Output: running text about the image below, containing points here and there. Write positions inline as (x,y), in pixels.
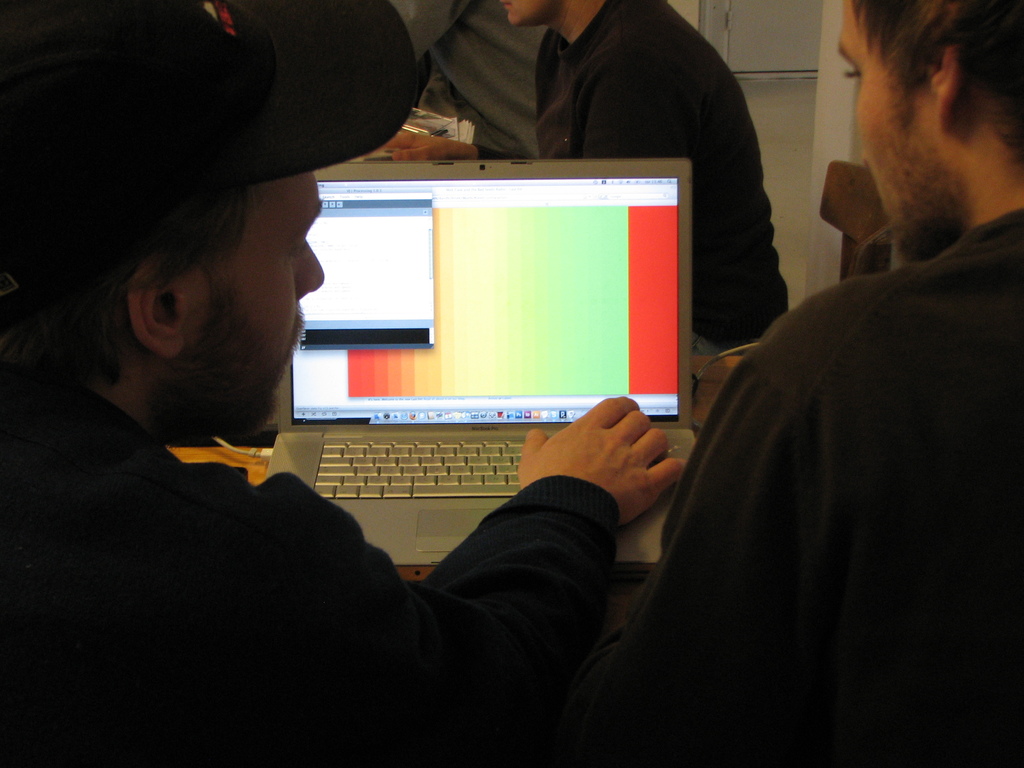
In this image we can see four persons (78,492). In the middle (443,342) we can see a laptop (381,345) and in the laptop (443,241) we can see two windows (438,269). In the top right (777,54), we can see a wall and a chair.
